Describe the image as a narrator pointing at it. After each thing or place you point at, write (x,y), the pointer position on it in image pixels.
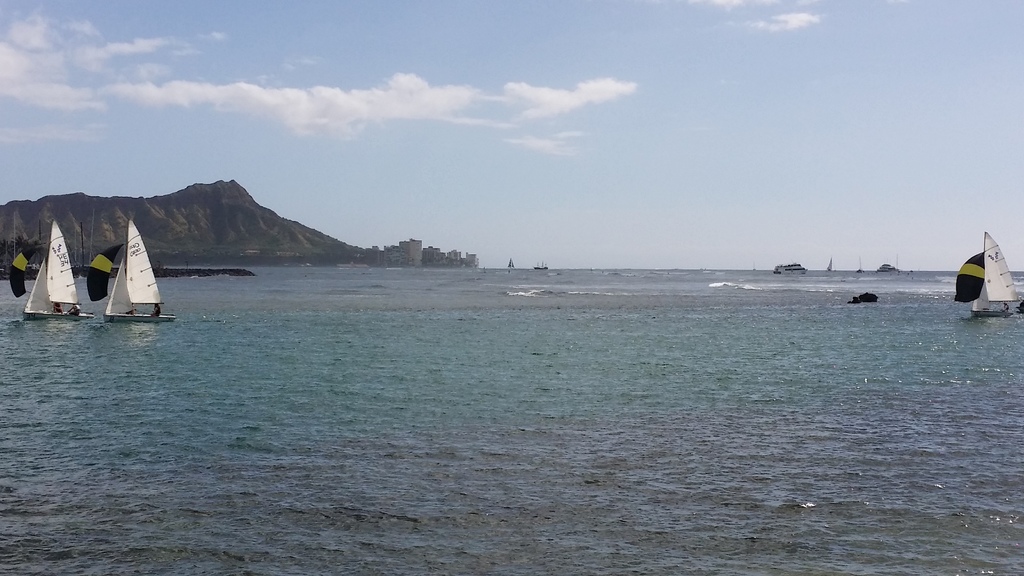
In this image we can see sky (356,130) with clouds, hills (202,258), buildings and ships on the water (411,387).
